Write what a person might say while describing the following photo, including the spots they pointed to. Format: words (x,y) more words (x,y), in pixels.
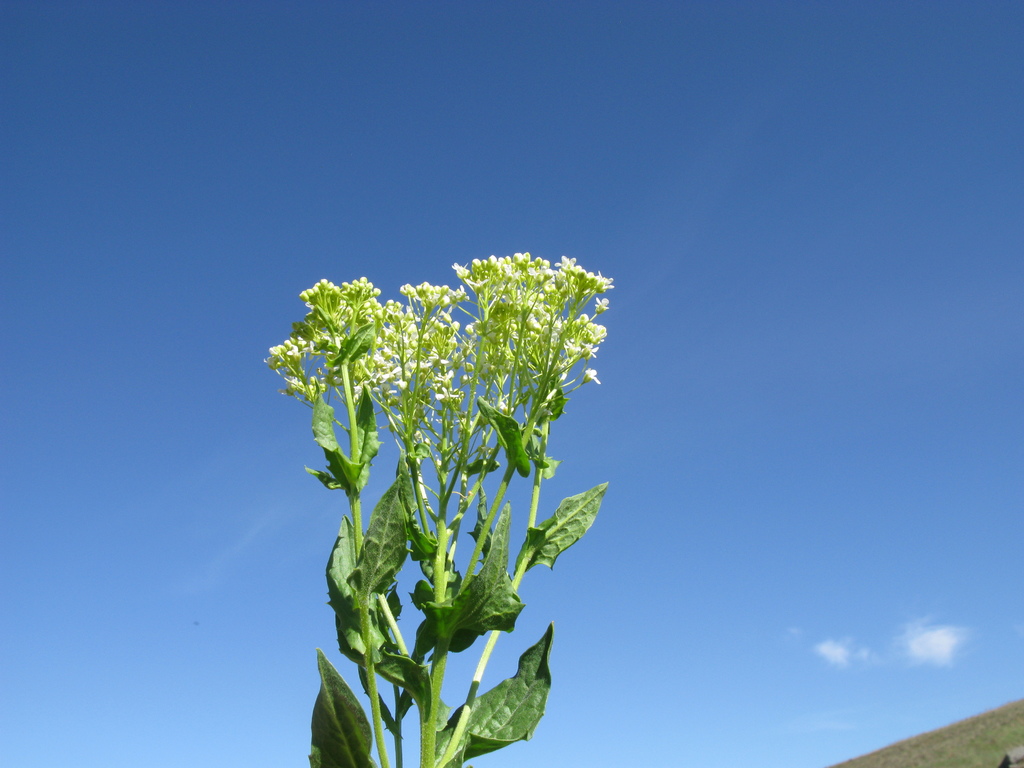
In the center of the image (454,490) we can see a plant (489,536) with leaves (545,539) and flowers (459,402). On the backside (841,476) we can see the hill (927,752) and the sky (764,454) which looks blue.
